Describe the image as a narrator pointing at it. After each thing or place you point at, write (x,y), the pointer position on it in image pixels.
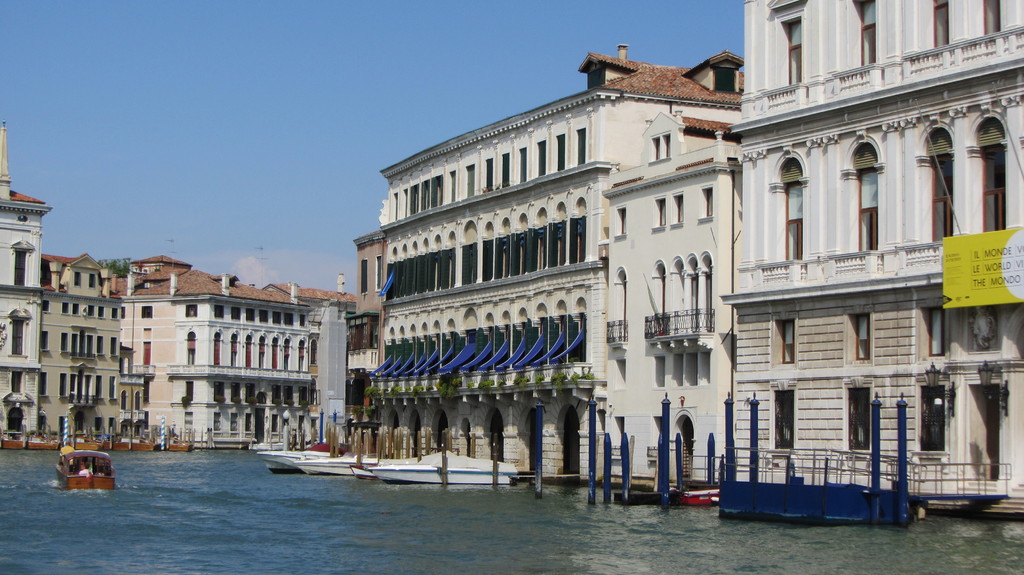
In this picture I can see the boats (265,451) on the water (207,464). I can see the buildings (476,369). I can see the railings (512,385). I can see the hoarding (972,267) on the right side (992,266). I can see clouds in the sky (301,192).
